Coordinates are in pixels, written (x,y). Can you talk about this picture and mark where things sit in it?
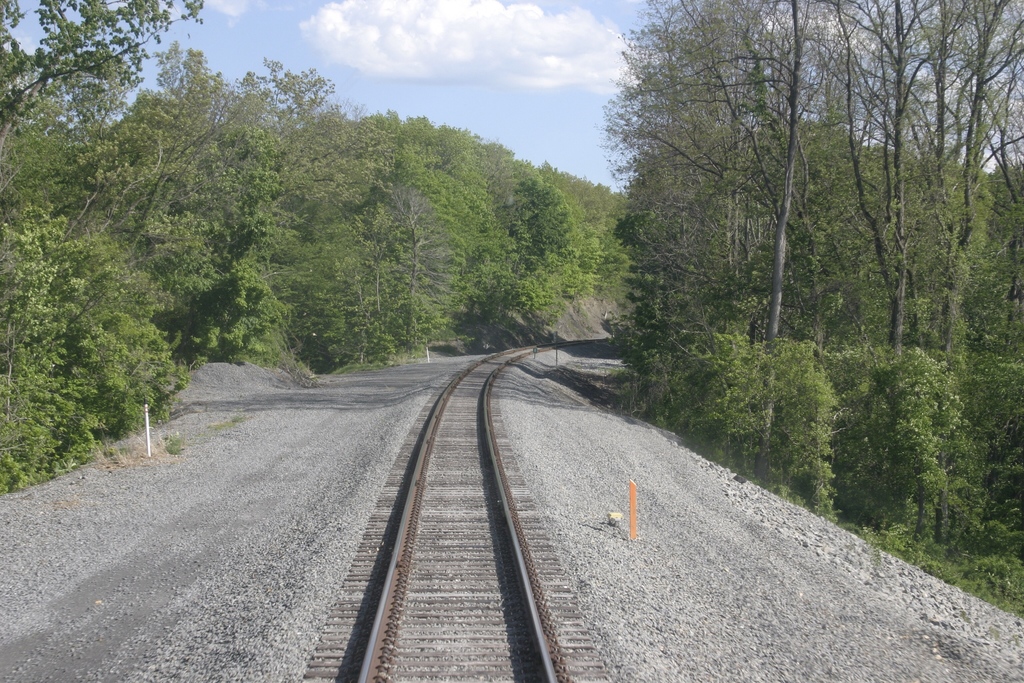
In this image we can a railway track (448,422). In the background (1019,447) we can see group of trees (742,286) and sky (494,86).
